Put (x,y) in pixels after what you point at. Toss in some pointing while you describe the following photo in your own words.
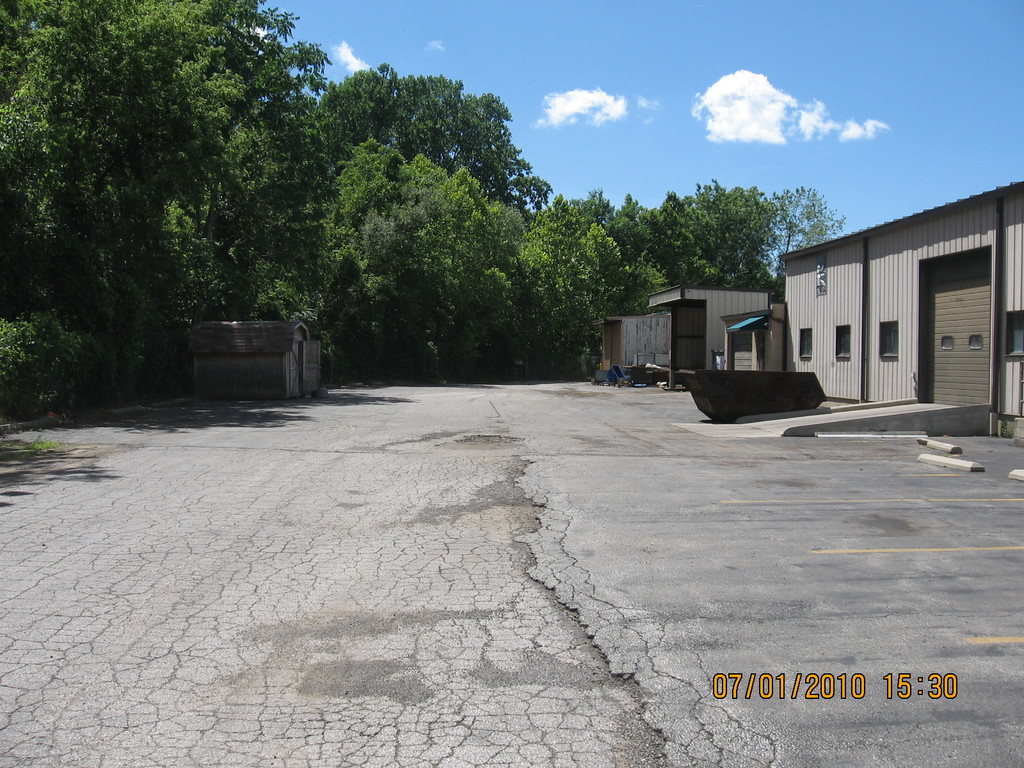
In this image there are trees (639,306), there are garages (738,319), there is an object (752,387) on the ground (557,596), there is road (499,528), there is sky (677,56), there are clouds (746,94) in the sky (652,126).
